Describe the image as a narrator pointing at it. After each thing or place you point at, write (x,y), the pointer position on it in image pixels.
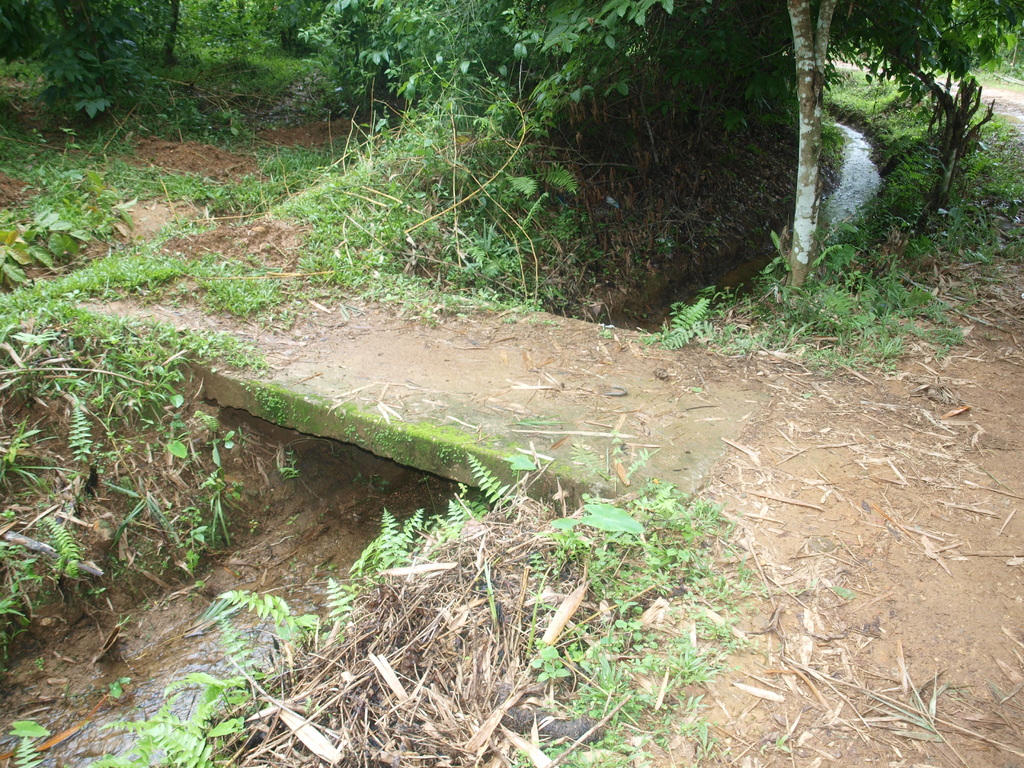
In this image I can see grass (77,306), water (863,197) and trees (405,57).
